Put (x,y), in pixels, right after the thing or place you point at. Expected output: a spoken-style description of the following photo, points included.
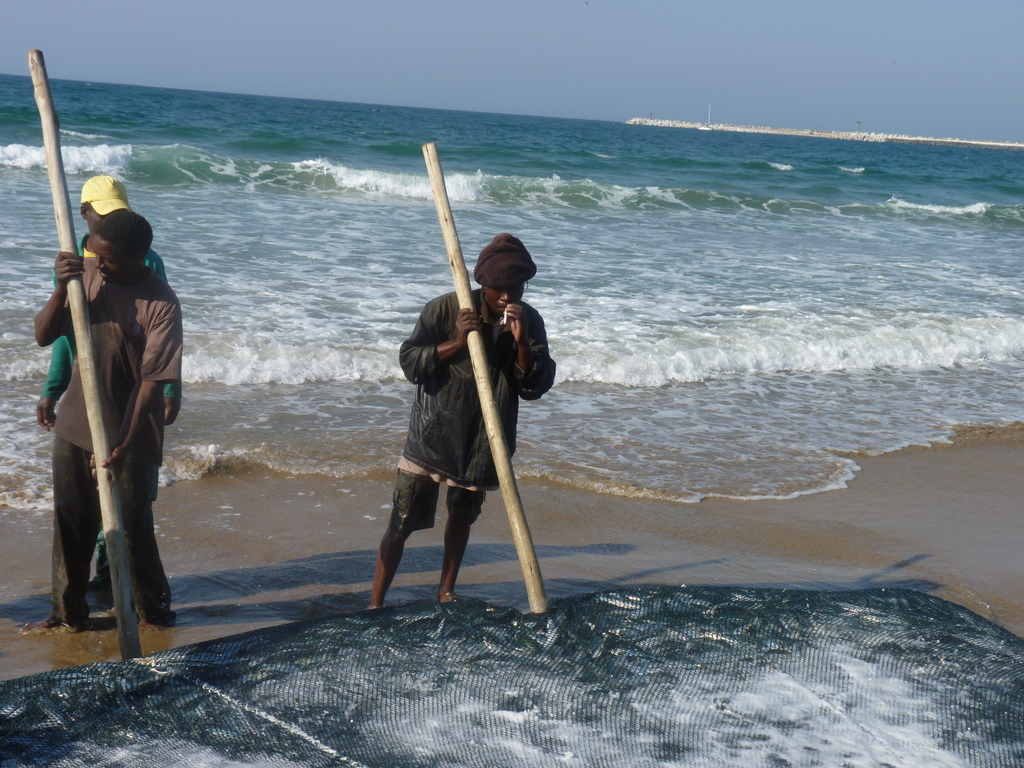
In this picture we can see three persons (505,378) are standing, two persons (481,433) in the front (447,435) are holding wooden poles (94,389), in the background (776,280) there is water (589,197), we can see the sky (784,12) at the top of the picture (641,80).
